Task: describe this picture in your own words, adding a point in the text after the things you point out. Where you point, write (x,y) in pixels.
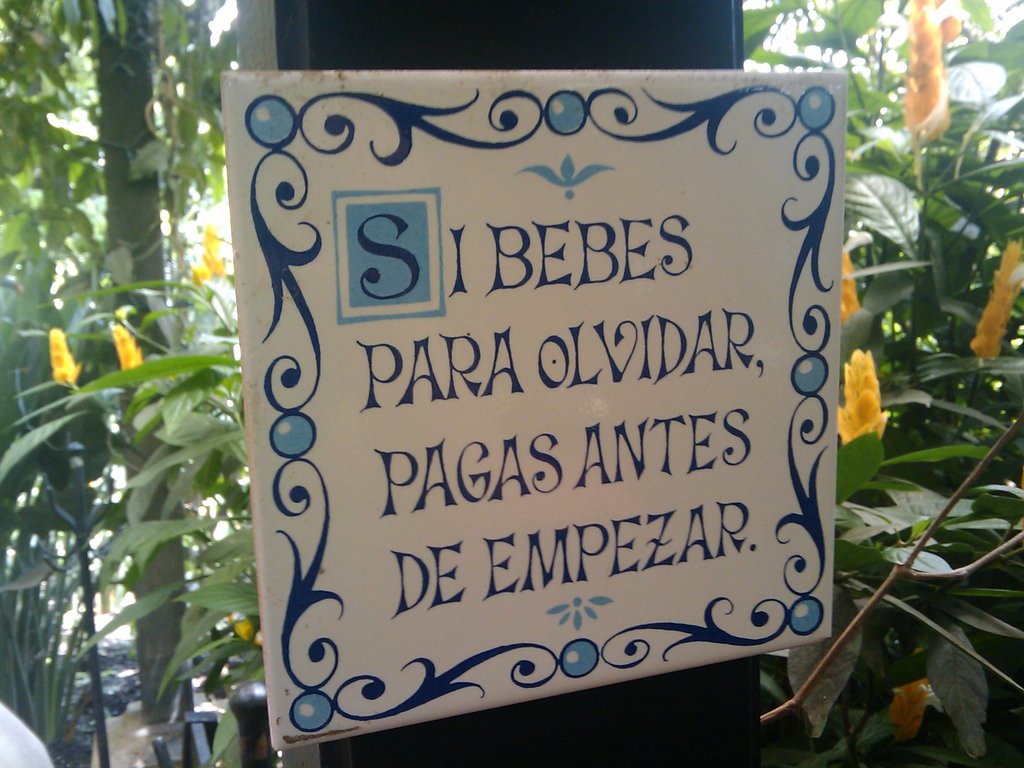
In this image I can see the board (486,185) attached to the wooden pole (457,19) and the board (535,216) is in white and blue color. Background (976,474) I can see few flowers (854,375) in yellow color, plants (900,430) in green color and the sky (214,23) is in white color.
